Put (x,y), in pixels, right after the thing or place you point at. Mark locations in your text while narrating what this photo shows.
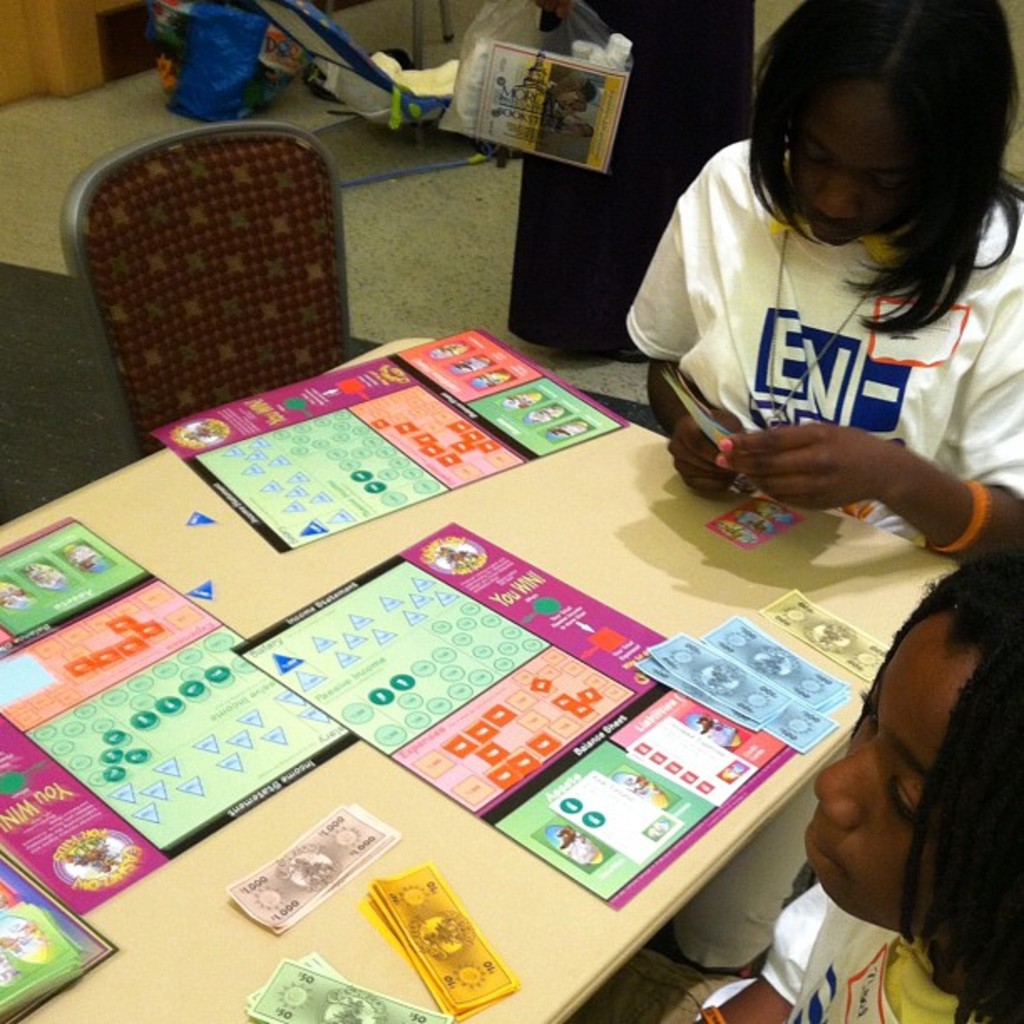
In this image there are different colorful papers (516,805) on the table (231,992), two kids (998,1011), a kid (754,478) holding a paper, chair (234,282), and there are some objects (245,32) on the floor (456,208).
